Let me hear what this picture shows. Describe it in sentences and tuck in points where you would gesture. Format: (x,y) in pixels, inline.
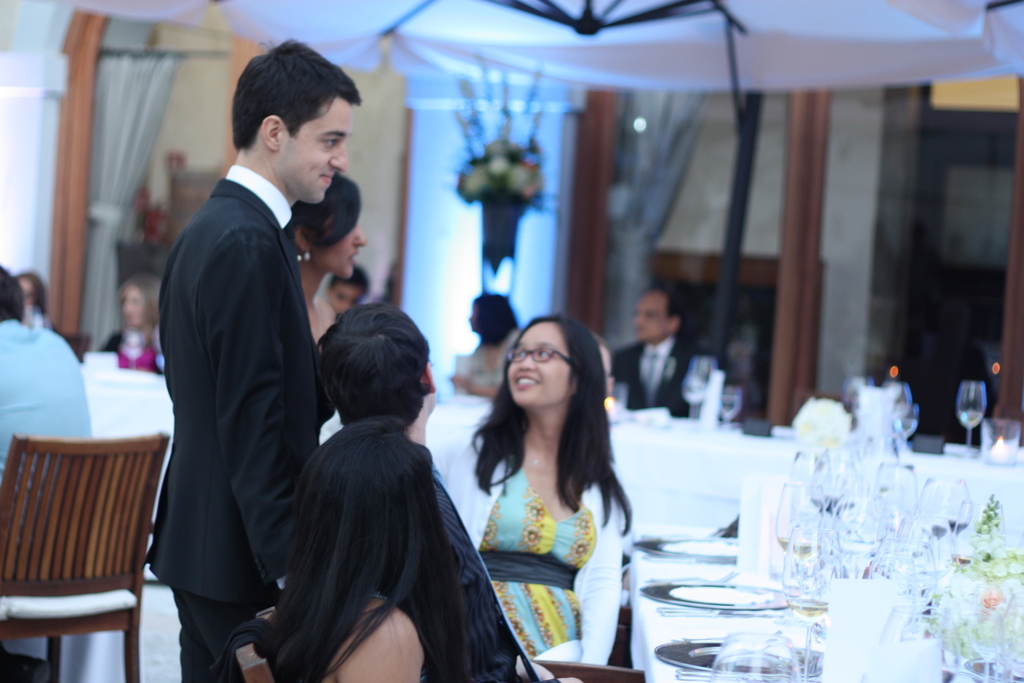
There is a man (255,290). He is wearing a suit (256,318) and white color shirt (255,175). The women (536,363), the person (406,325) and the women (382,595) these three are sitting and looking at these both. In the background (129,299), there are the people (348,288). They are sitting. There is a curtain (116,142) and flowers (506,170). On the left hand side (31,376), there is a man (44,419). He is sitting on the chair (82,551).
